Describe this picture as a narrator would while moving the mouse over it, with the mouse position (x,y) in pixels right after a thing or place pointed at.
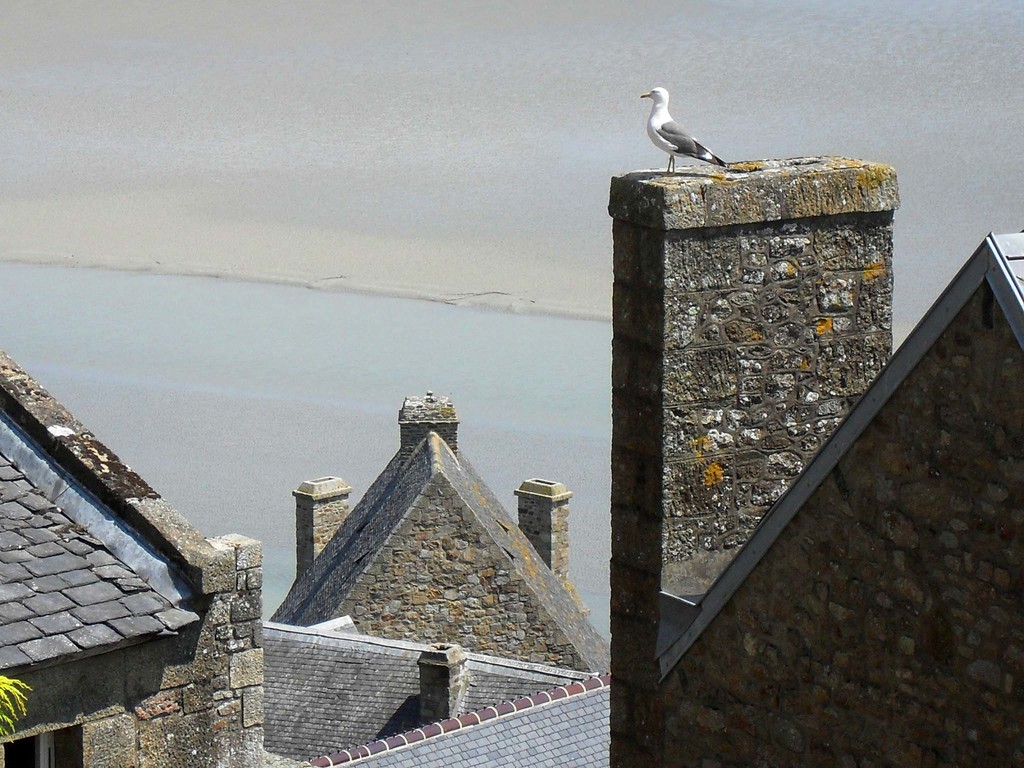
In this image in the front (199,546) there are buildings (344,603). On the left side (18,695) there are leaves (6,700) and there is a bird (688,153) on the top of the building (721,201). In the background (345,340) there is water (461,346) and sand (469,97).
